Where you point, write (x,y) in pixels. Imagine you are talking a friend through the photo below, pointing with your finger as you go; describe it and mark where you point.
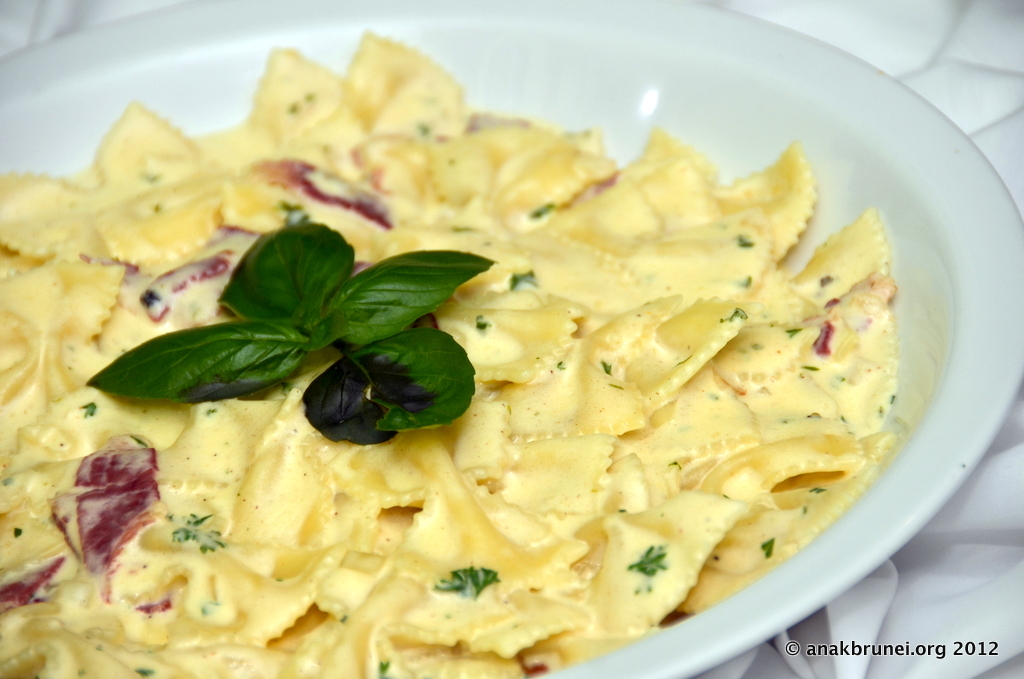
In the picture we can see a plate (1015,282) which is white in color, on it we can see some pasta (682,530) which are light yellow in color with some leaf garnish (324,377) on it.
